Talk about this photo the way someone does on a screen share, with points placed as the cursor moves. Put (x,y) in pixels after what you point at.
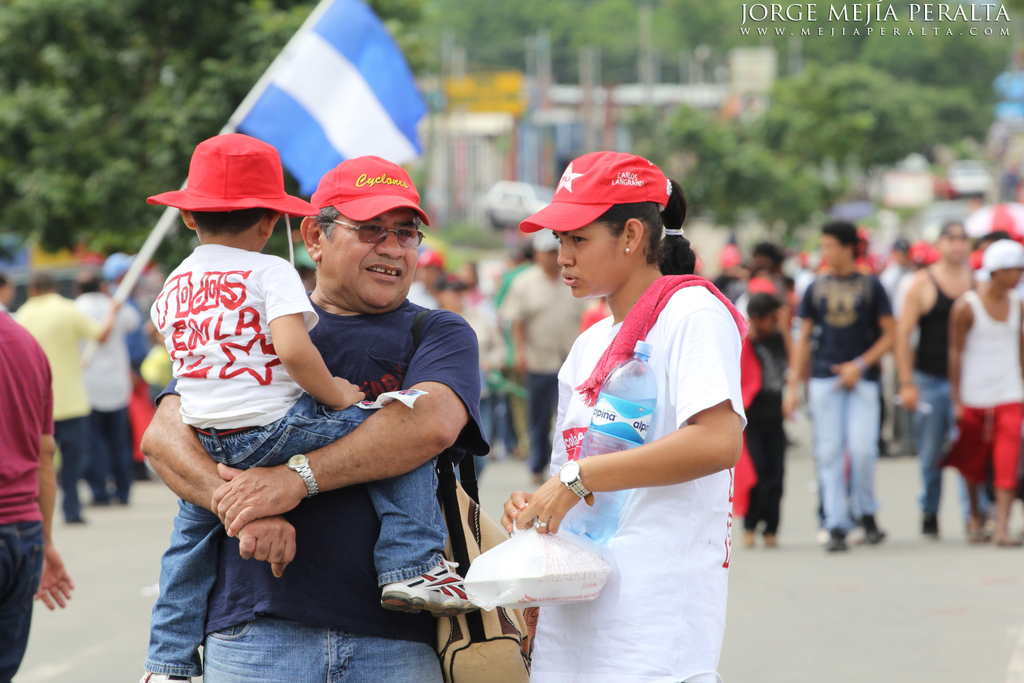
In this image we can see a few people (423,445), among them some are holding the objects (597,528) and also we can see a flag (276,64), in the background (645,127) we can see some trees (829,26) and a building (743,49).
